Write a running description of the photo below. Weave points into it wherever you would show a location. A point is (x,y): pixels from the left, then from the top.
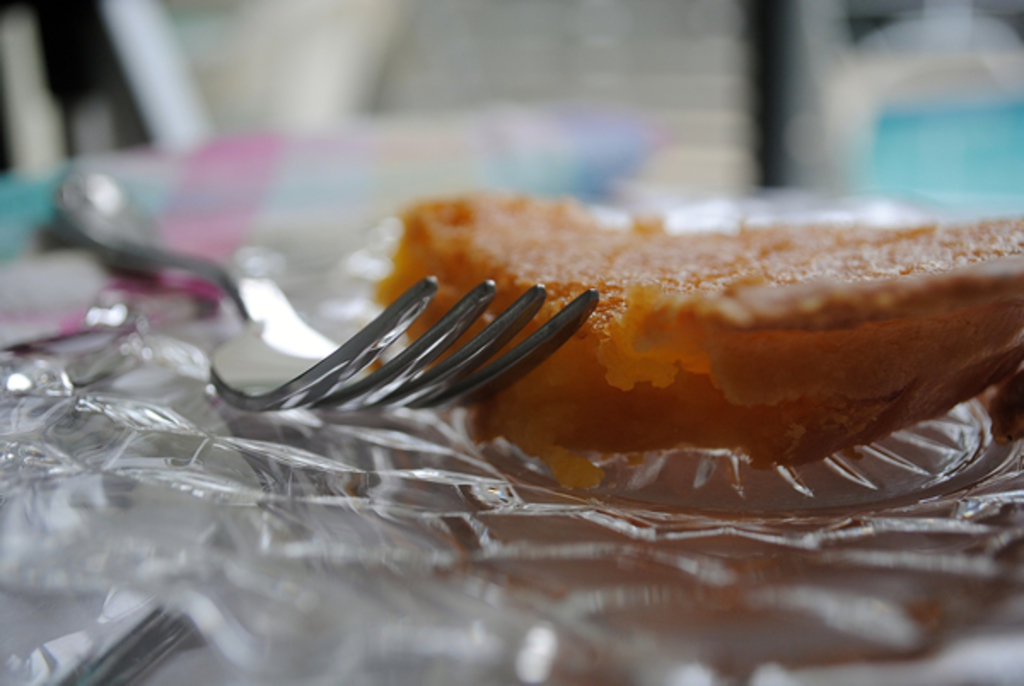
Here in this picture we can see a plate (93,487), on which we can see a fork (427,390) and a food item (548,316) present.
